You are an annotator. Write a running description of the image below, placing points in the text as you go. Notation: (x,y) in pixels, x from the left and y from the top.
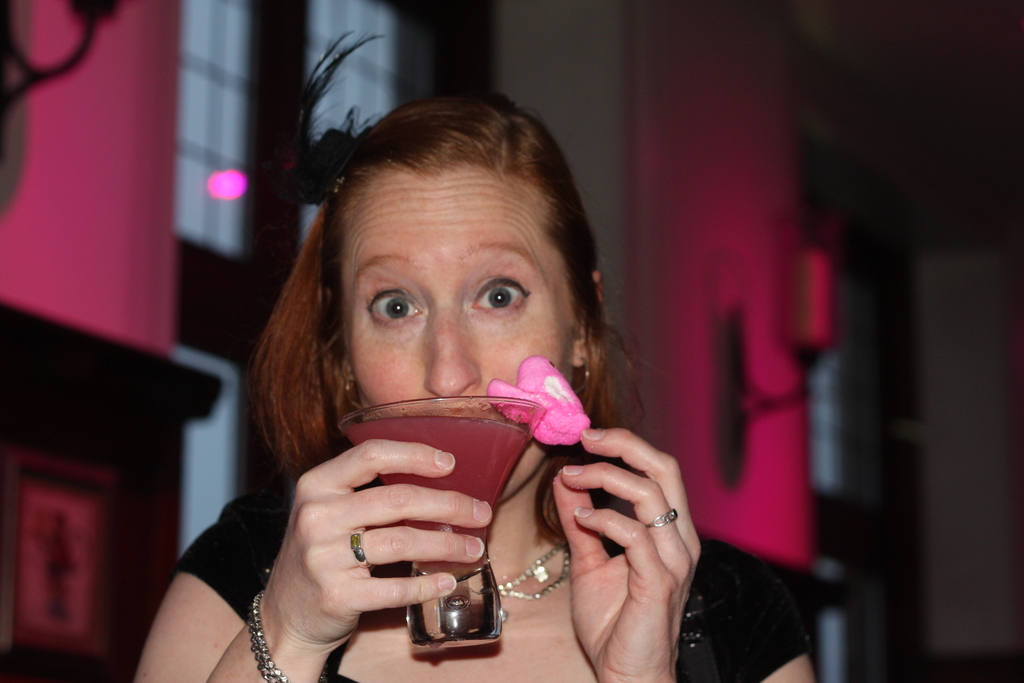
In this image in the front (455,506) there is a woman (484,546) holding a glass (459,470). In the background (141,179) there is a wall (88,146) and on the wall (60,125) there are light lamps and windows (837,385) and there is a cupboard (75,412) in front of the wall (89,269).
